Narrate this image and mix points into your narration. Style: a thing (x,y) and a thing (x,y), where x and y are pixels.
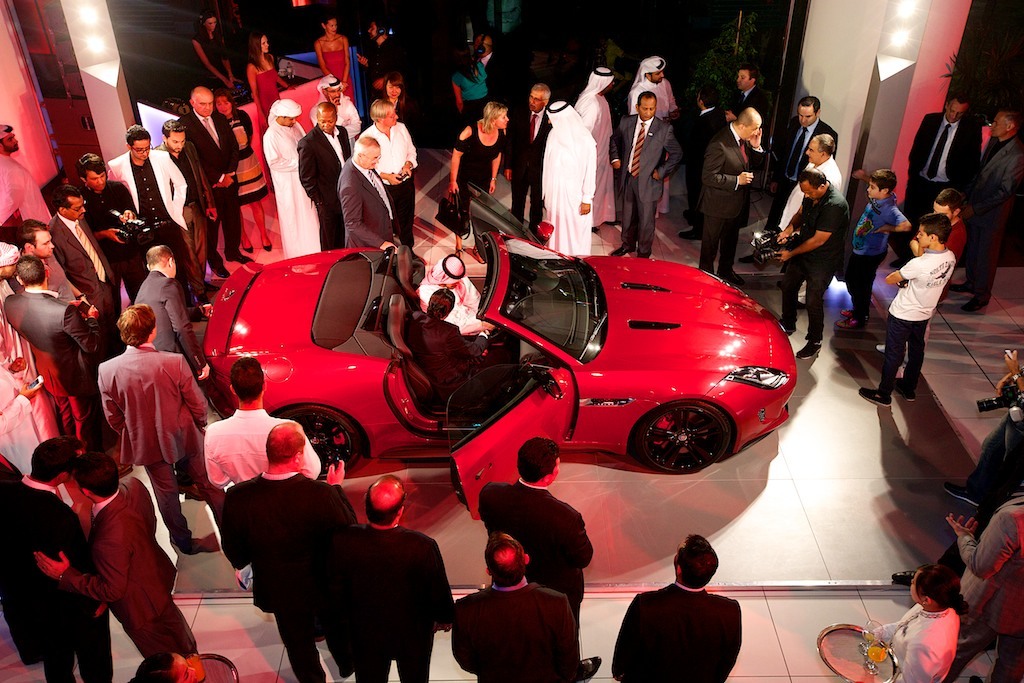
In this picture I can see a vehicle (757,416). There are group of people (905,294). I can see few persons (1012,428) holding cameras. There are plants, lights (903,16) and some other objects (883,646).
